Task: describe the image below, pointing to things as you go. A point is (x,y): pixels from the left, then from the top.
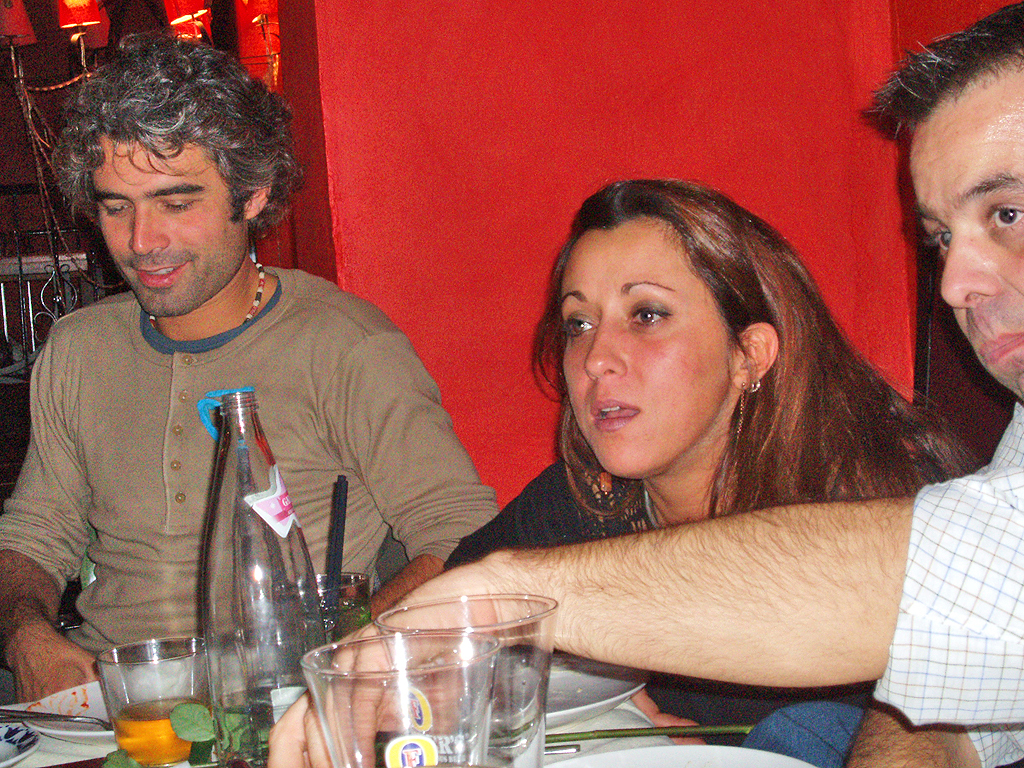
This persons (235,115) are sitting on a chair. In-front of this person (153,330) there is a table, on table (198,767) there is bottle (229,648), plates (99,715), spoon (99,715) and glasses (387,694). The wall (405,147) is in red color.
